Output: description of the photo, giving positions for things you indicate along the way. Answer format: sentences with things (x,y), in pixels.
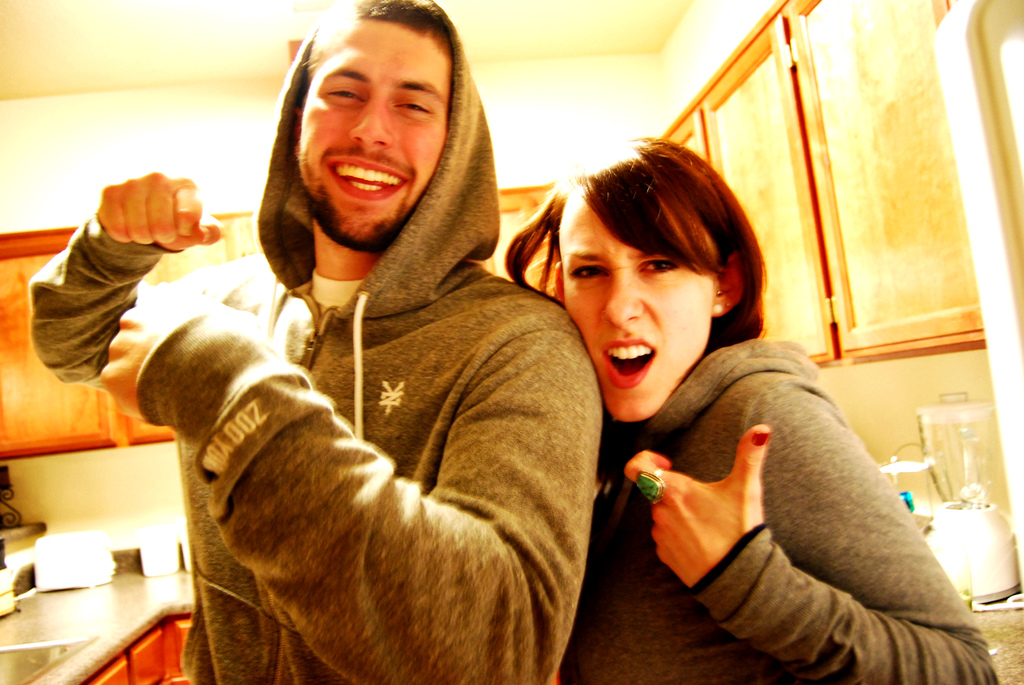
In this picture I can see an inner view of a room (4,157) and I can see a man (525,375) and a woman (679,441) standing and I can see a blender (952,541) and few items (100,578) on the countertop (102,620) and few cupboards (948,205) on the back (23,241) and a light (219,3) to the ceiling (58,0).
